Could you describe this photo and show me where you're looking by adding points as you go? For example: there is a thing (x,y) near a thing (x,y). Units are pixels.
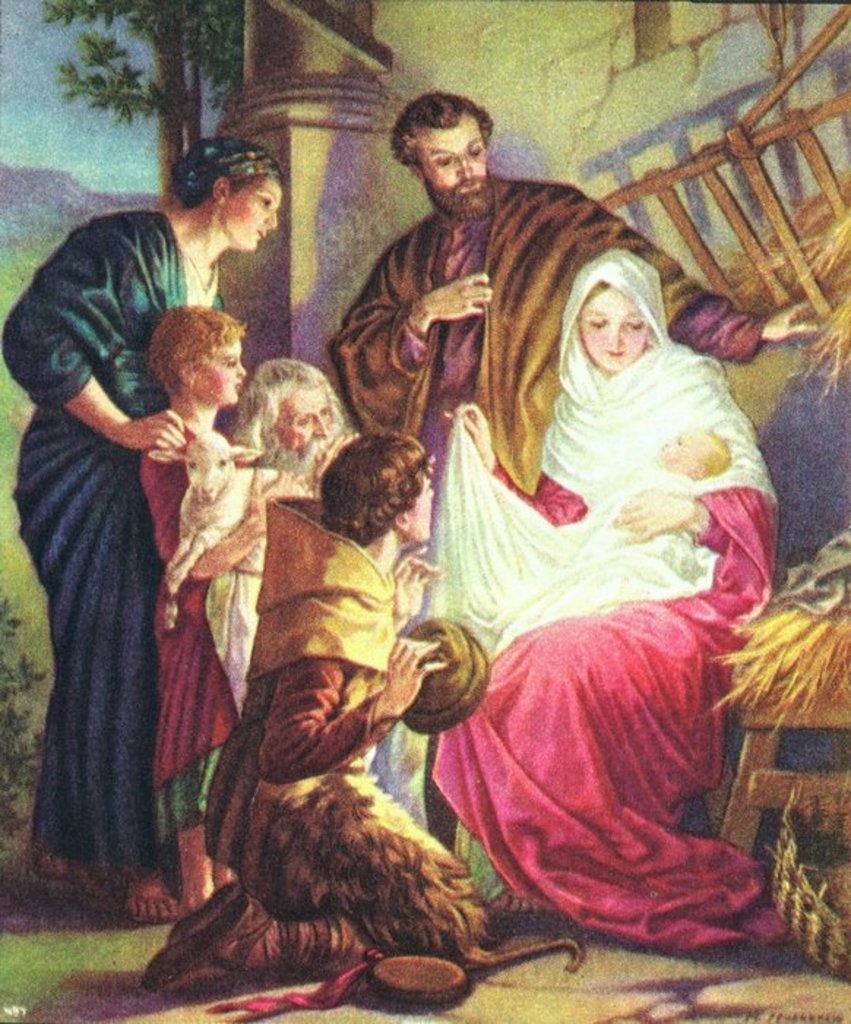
This is a painting. In this painting there is a lady (584,538) holding a baby (623,525). Near to her few people (308,471) are standing. And a child (187,603) is holding a lamb (200,510). In the back (296,110) there is a wall (536,100). Also there is a tree (186,62).
